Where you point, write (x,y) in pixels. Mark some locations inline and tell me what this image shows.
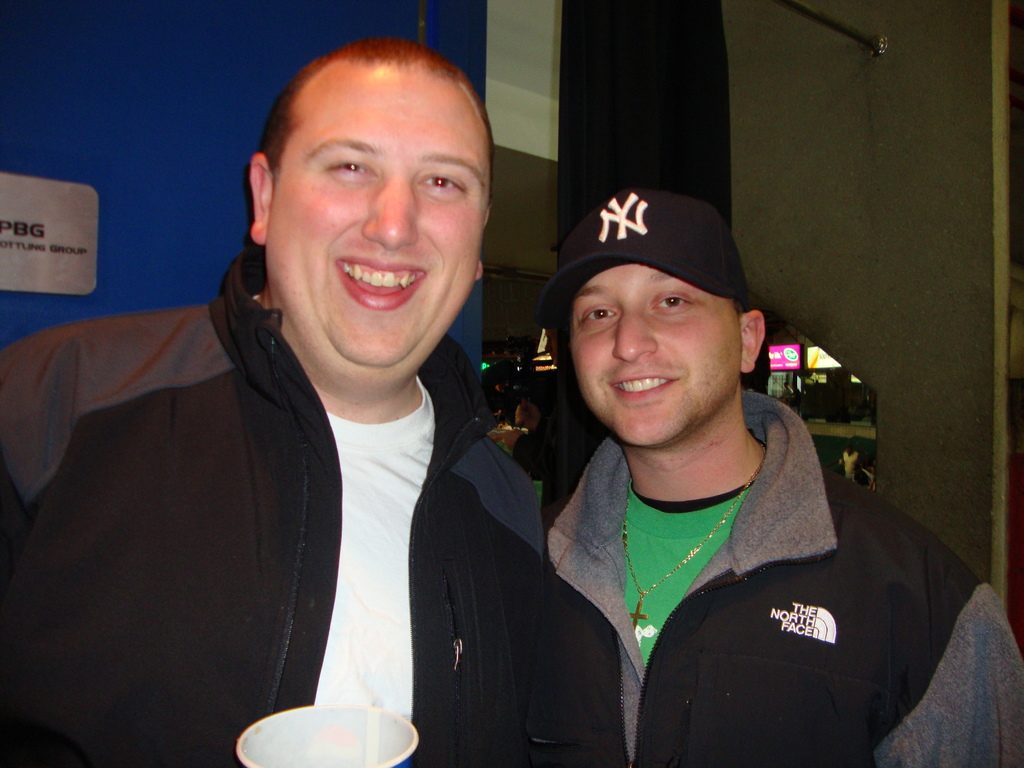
In this image in the center (352,408) there are persons (349,508) standing and smiling. In the background (575,111) there is a curtain (640,122) which is black in colour and there is a board (193,113) which is blue in colour and on the board (63,223) there is some text (33,239) written on it, and there is a wall (847,224), behind the wall (842,360) there are persons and there are boards (794,362) which are pink and yellow in colour.
